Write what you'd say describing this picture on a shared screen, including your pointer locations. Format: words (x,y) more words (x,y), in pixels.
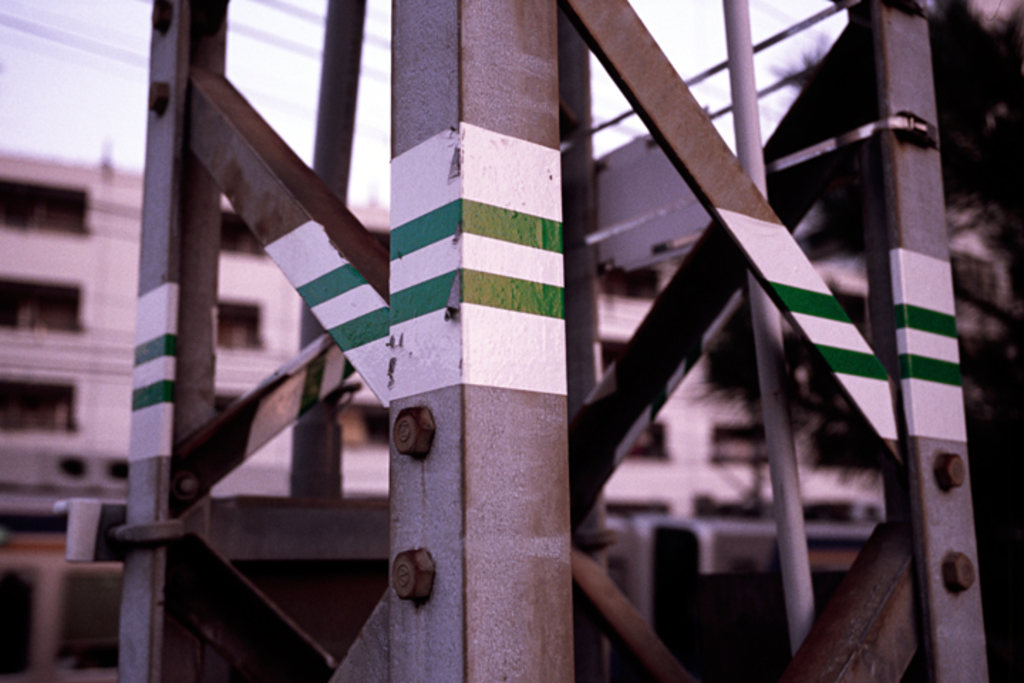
In this image I can see a tower (441,359) which is made of metal rods (513,192) to which I can see a paint (500,355) which is white and green in color. In the background (116,434) I can see a building (110,411) which is white in color, a tree (830,467), few wires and the sky (60,112).
